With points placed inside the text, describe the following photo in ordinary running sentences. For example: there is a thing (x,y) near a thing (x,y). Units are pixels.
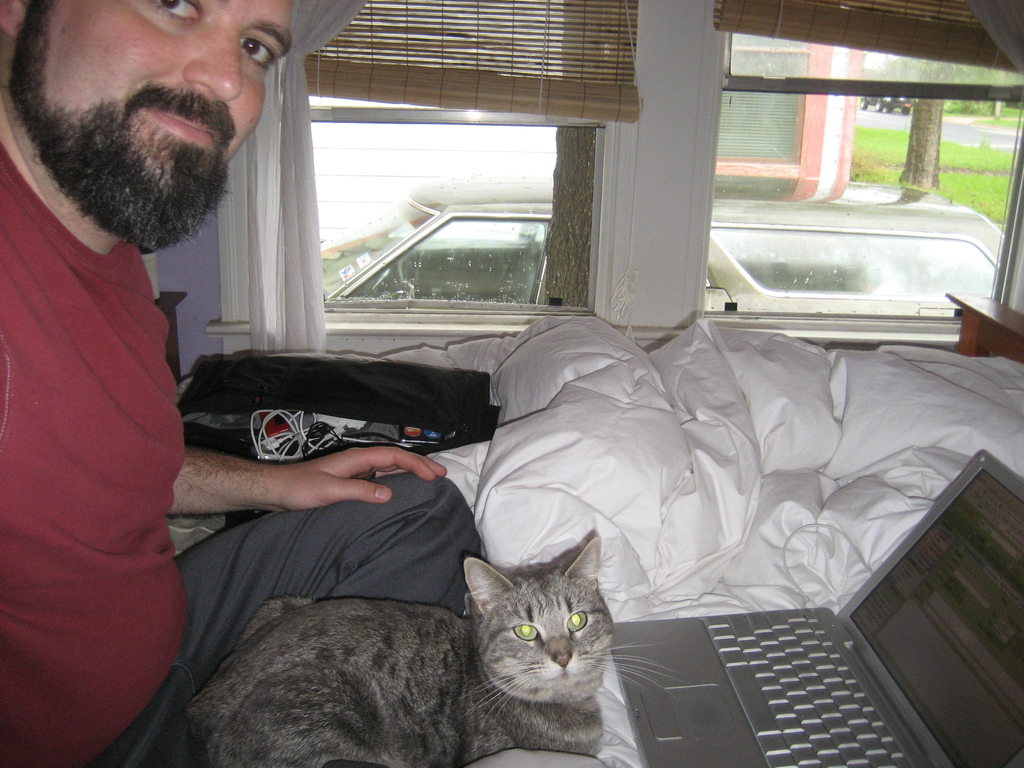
This man (62,293) wore red t-shirt (75,280), smiling and sitting on a bed (494,523). In-front of this man (343,567) there is a cat (468,666) and laptop (710,687). Beside this man (409,554) there is a bag (244,446) with things (295,424). From this windows (812,239) we can able to see vehicle (522,223) and grass (954,183).
